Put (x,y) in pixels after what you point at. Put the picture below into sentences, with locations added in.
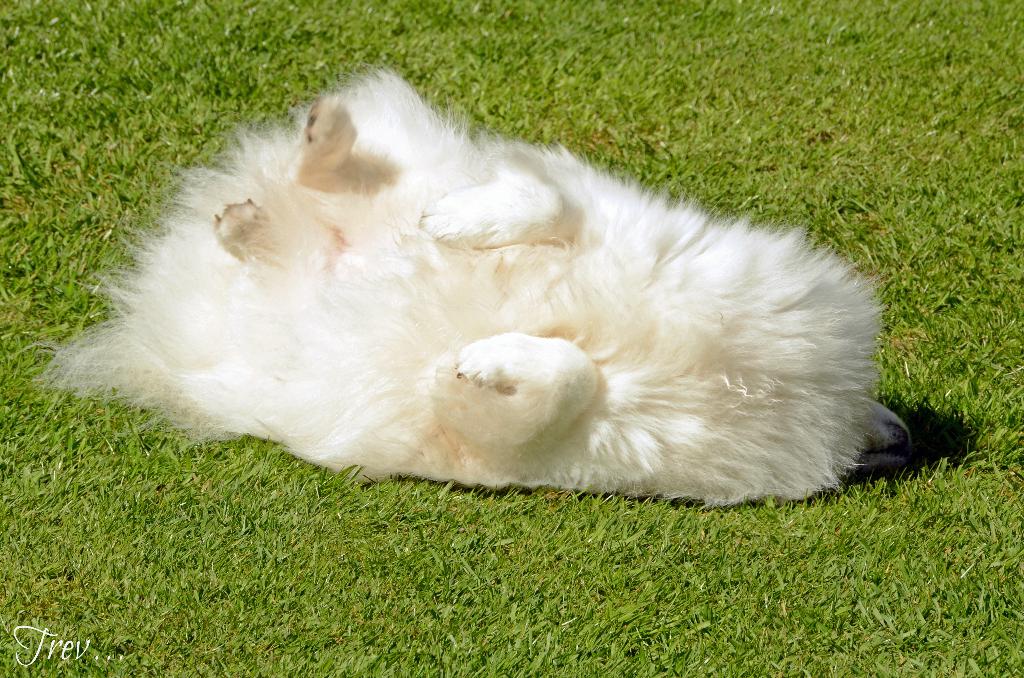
In this image there is a dog (532,422) on the surface (441,512) of the grass (393,567). At the bottom left side of the image (74,644) there is some text (85,639).
